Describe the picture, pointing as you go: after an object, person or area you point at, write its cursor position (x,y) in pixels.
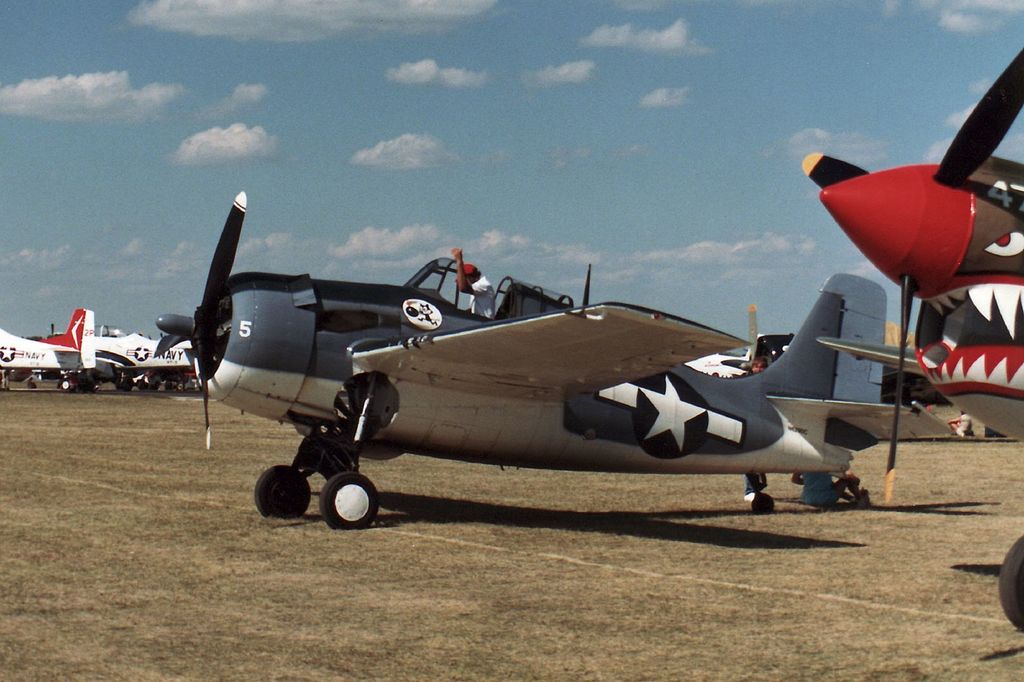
In this images we can see planes (335,424) on the ground (152,404) and a person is sitting on the planes (383,371). In the background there are few persons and clouds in the sky (492,159).
